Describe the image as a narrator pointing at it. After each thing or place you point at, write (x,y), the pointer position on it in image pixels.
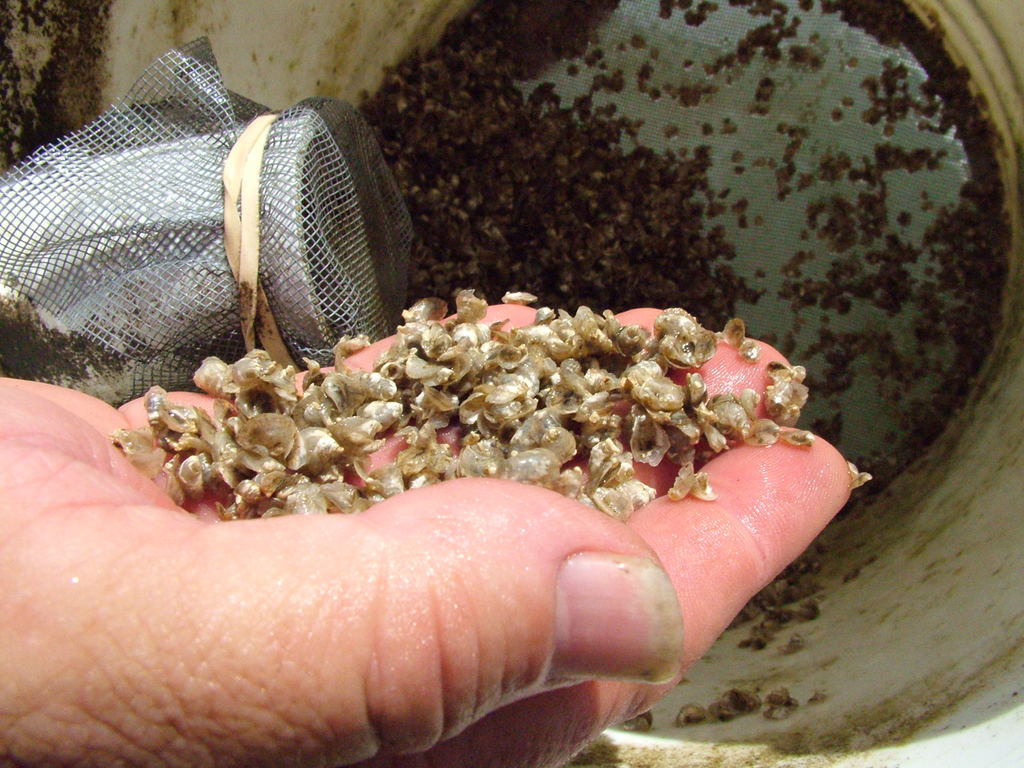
This image consists of a person's hand (351,632). There is something in that hand (291,518). There is a bucket (681,29) at the bottom (934,558).
